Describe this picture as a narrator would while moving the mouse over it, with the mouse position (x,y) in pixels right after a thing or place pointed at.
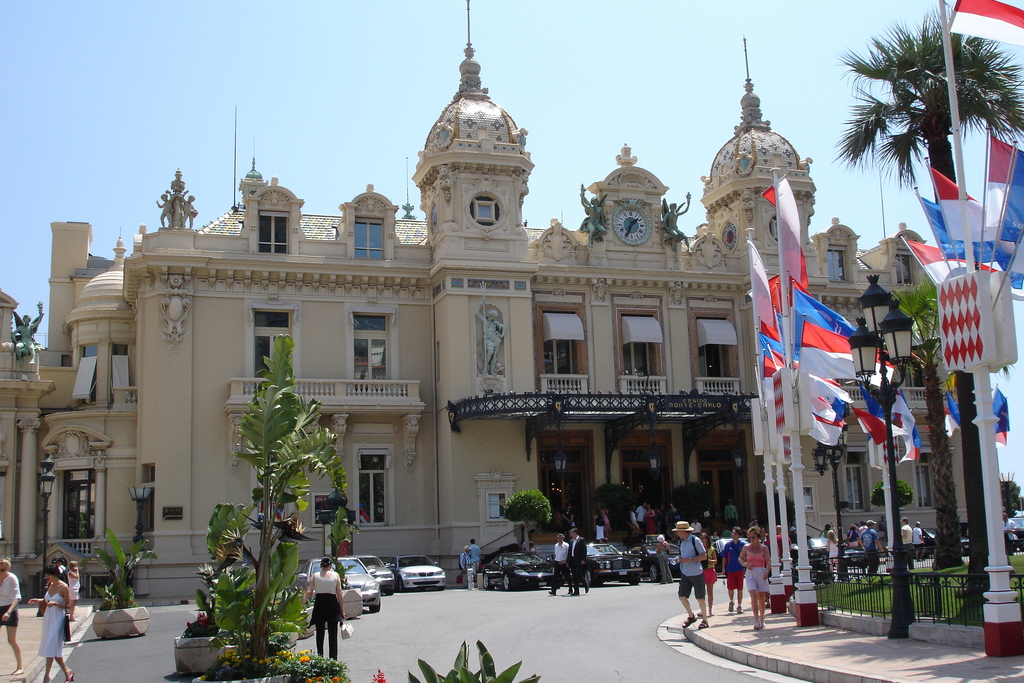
This is a building (447,351) with the windows (261,369) and doors (573,459). I can see groups of people (757,588) walking. These are the cars (424,565), which are parked. I can see the trees (284,617). These are the flags (817,338) hanging to the poles (986,566). This looks like a light pole (897,582). I can see the sculptures (173,194) on the building (451,354). This looks like a wall clock (618,233). Here is the sky (350,74). I think this is the pathway (838,654).
